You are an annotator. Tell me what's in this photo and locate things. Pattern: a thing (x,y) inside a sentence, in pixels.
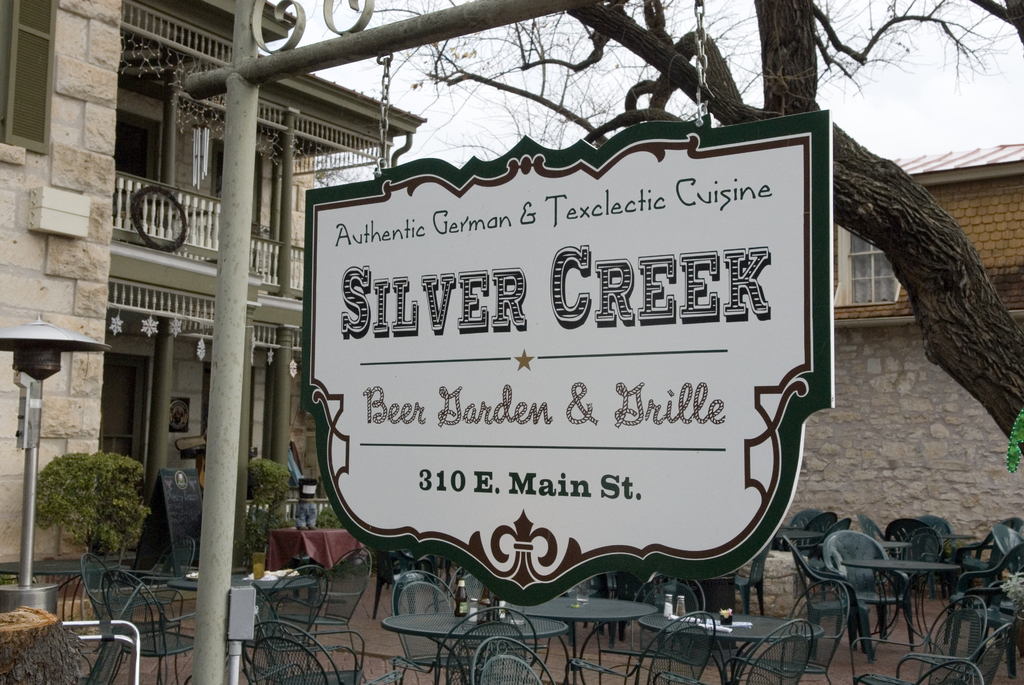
In this picture we can see some chairs (614,592), tables (568,608) are arranged outside the building (272,389) and we can see one board (584,360), tree (1015,379).
